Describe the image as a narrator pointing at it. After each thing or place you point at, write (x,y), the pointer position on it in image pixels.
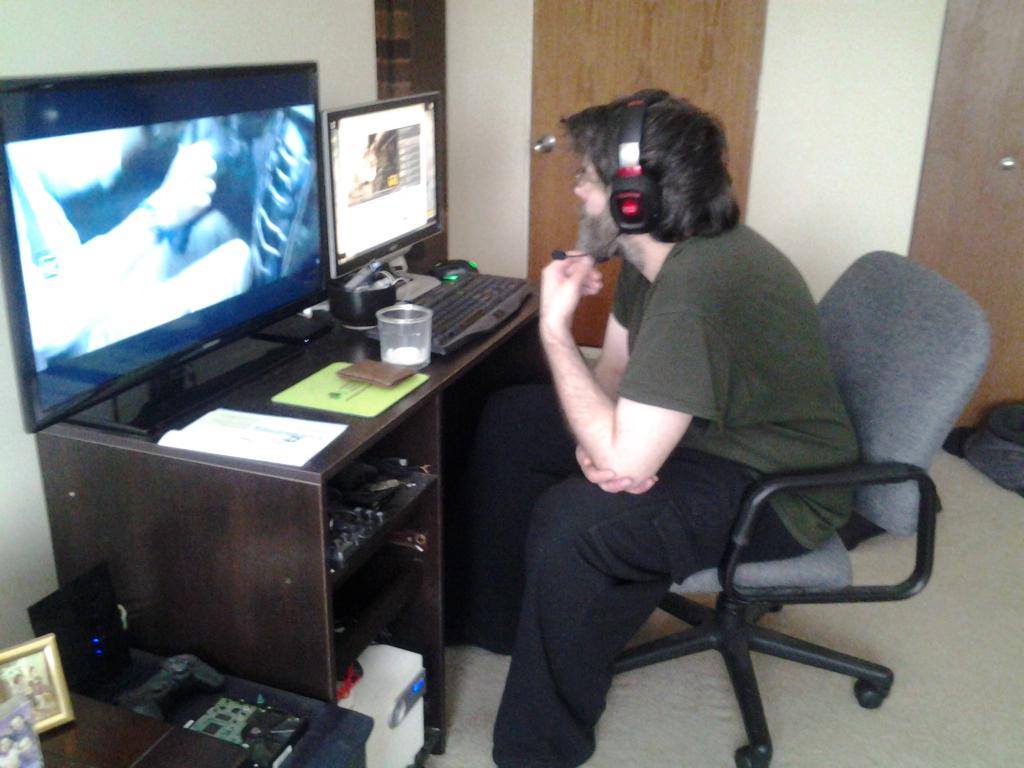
In this image, we can see a person (724,462) is sitting on a chair (848,565) and wearing headphones (644,209). Here we can see desk (323,484), few things (355,510) and objects (340,737). On the desk (290,354), we can see television (158,273), monitor (358,203), keyboard (498,283) and a few things (367,365). Background (553,220) we can see wall (338,71), door (548,236), and some objects (424,80). At the bottom (892,752), there is a floor (867,728).
